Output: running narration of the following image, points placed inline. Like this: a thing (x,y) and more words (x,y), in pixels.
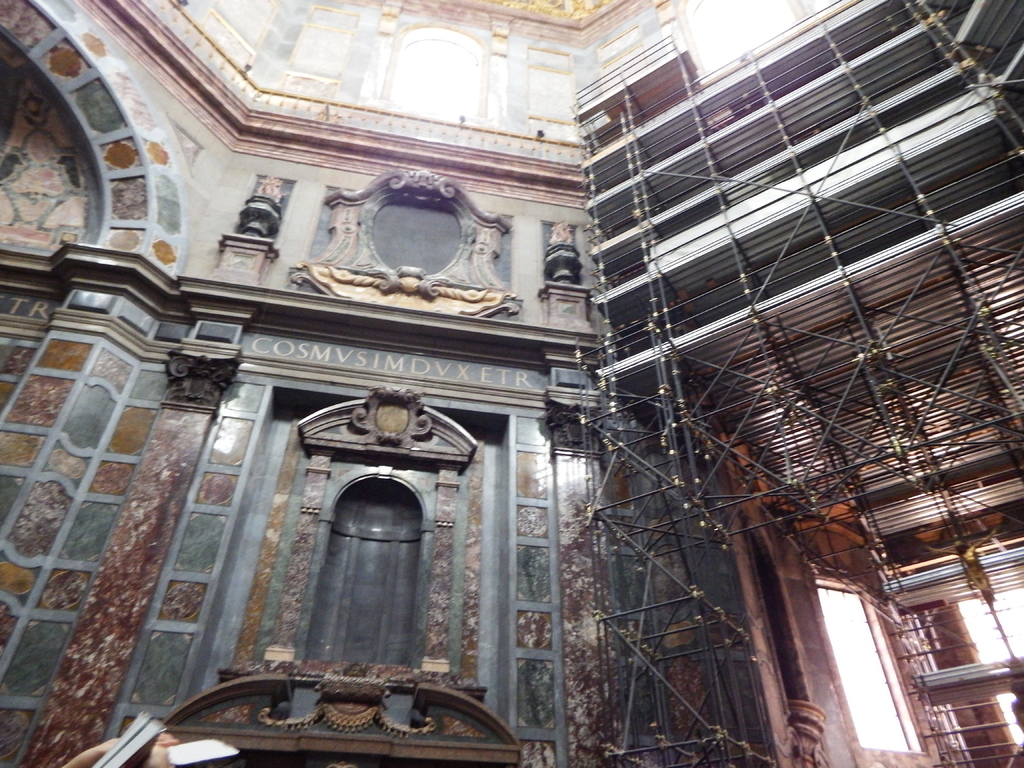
This image is taken indoors. In this image there is a chapel (369,495) with a few walls (296,317) and a door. There is a board (336,365) with a text (344,360) on it. There are a few carvings (405,289). On the right side of the image (876,130) there are many iron bars (741,424) and grills (792,446).
